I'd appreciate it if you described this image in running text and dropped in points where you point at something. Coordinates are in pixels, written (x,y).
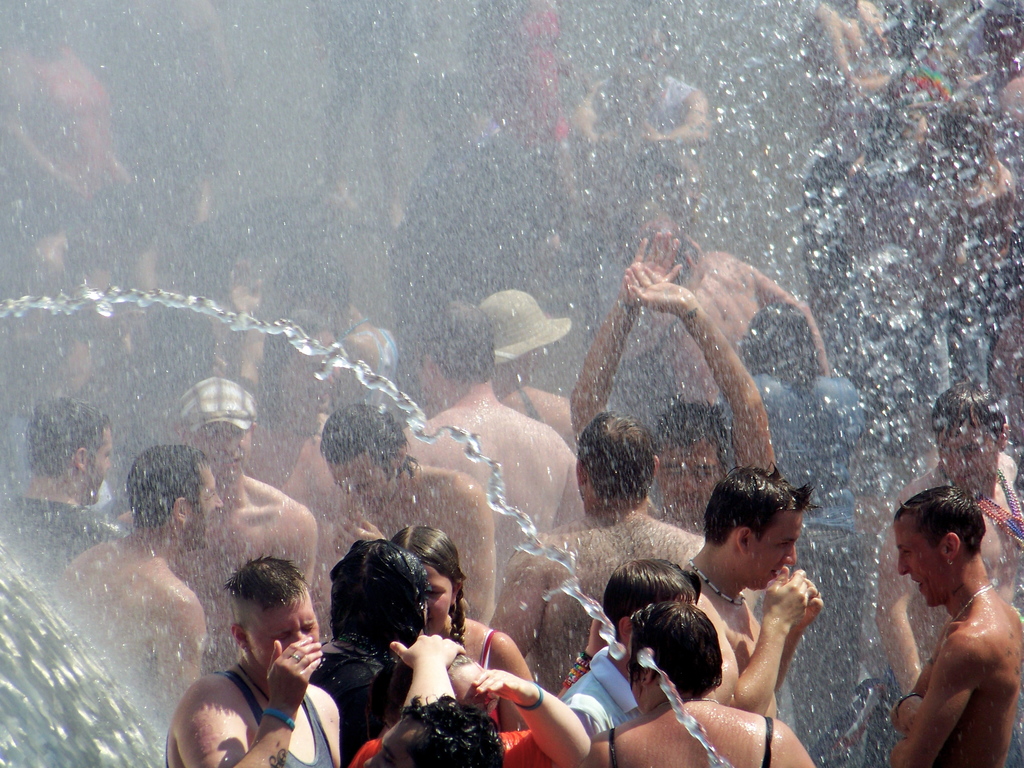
There are people (283,569) playing with water (208,365) in the image, it seems like rain dance.
